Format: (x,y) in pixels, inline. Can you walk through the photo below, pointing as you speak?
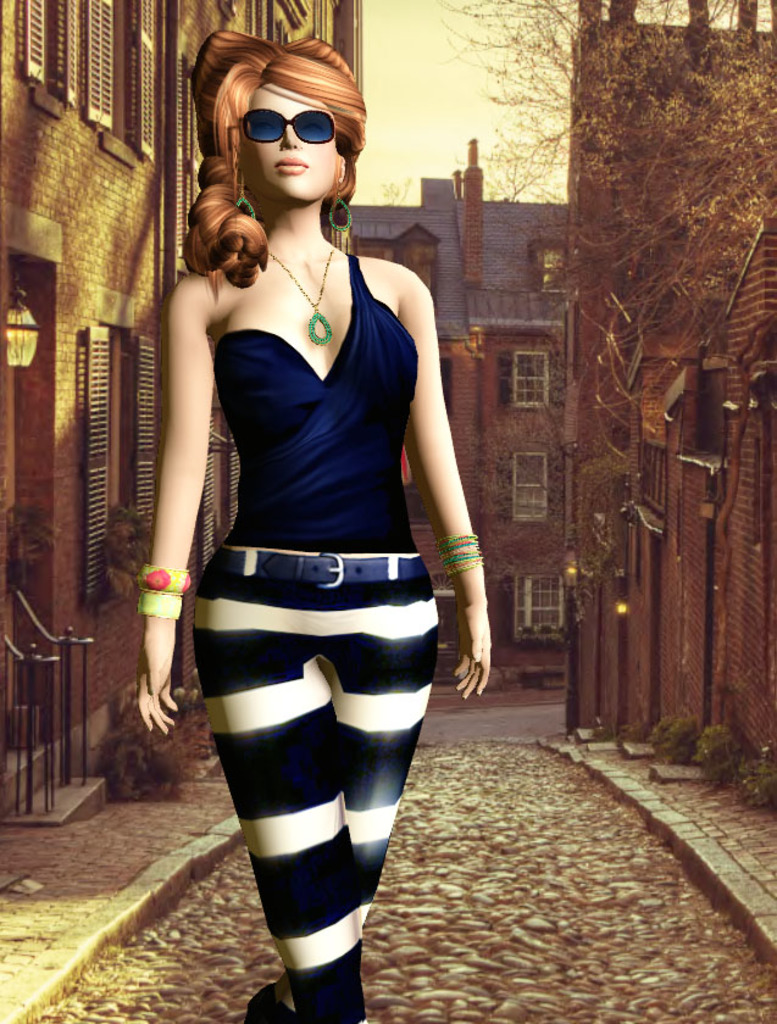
In this picture there is a cartoon image (255,569) of a girl (338,491) wearing blue color top (366,414), standing on the cobble stones (224,945). Behind there a building (59,426) with some windows (118,392). On the right side (634,168) there are some tree (622,244).
